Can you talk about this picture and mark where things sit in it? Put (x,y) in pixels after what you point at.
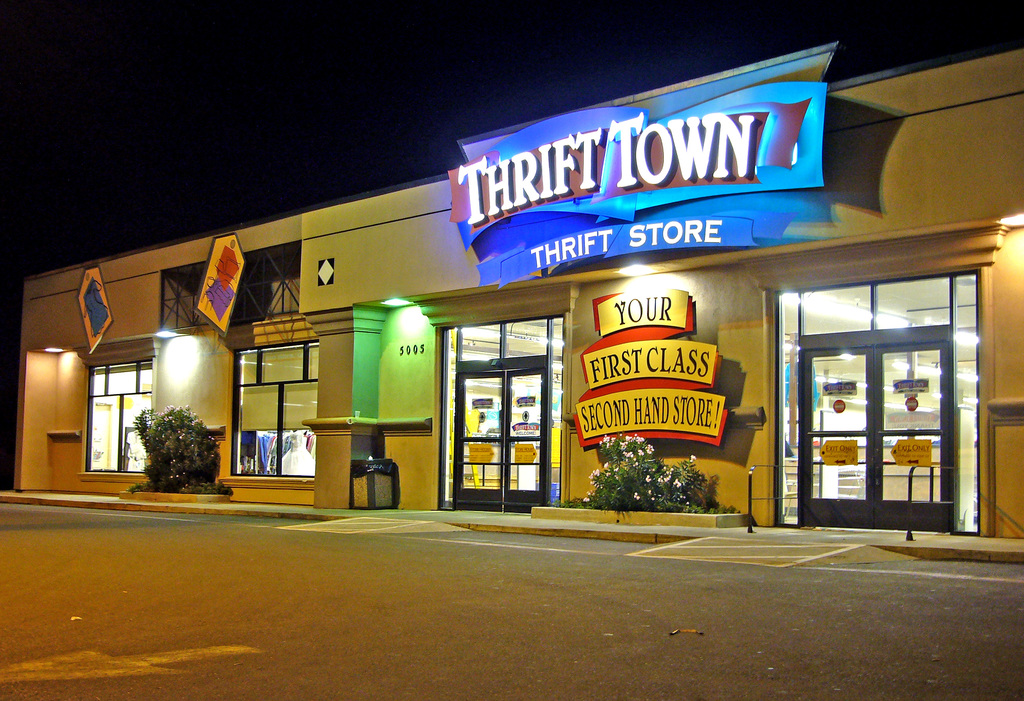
In the center of the image (569,358), we can see a store (598,160) and there are boards (624,391), lights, some plants (153,419) with flowers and there are glass doors (542,467) and some posters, through the glass (793,414) we can see some other objects (472,417). At the top (335,110), there is sky (229,115) and at the bottom (424,616), there is a road (424,616).
